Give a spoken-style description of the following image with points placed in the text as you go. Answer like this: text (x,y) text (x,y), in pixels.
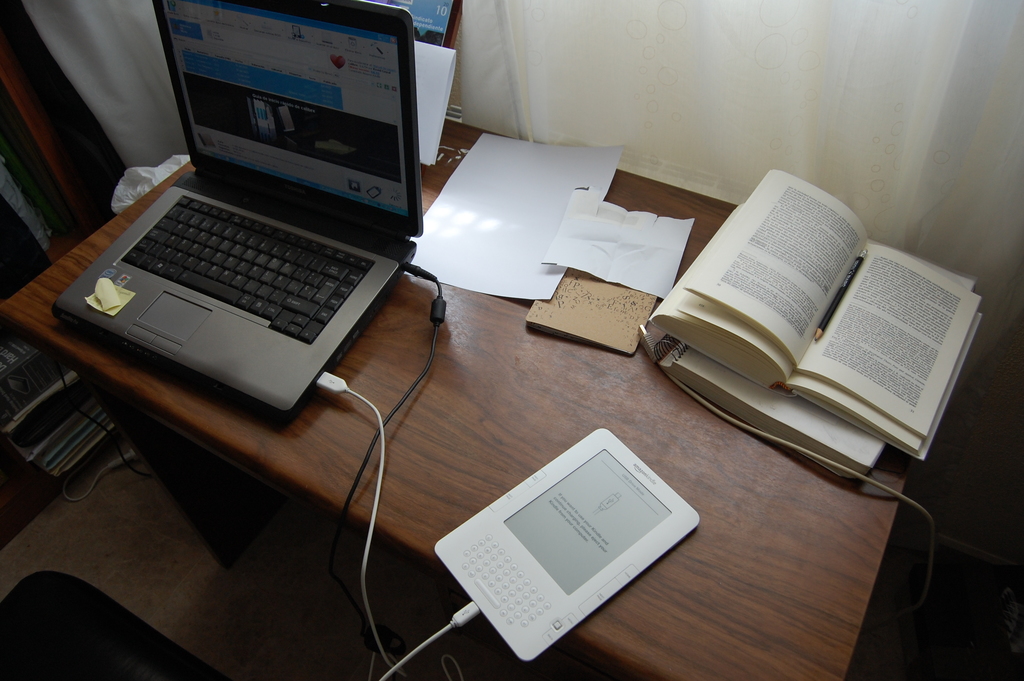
In the center (430,324) we can see the table (471,349), on table (490,424) we can see the laptop (210,235), book (733,351), tab (565,535) etc. On the background (654,71) we can see the curtain (704,69).
